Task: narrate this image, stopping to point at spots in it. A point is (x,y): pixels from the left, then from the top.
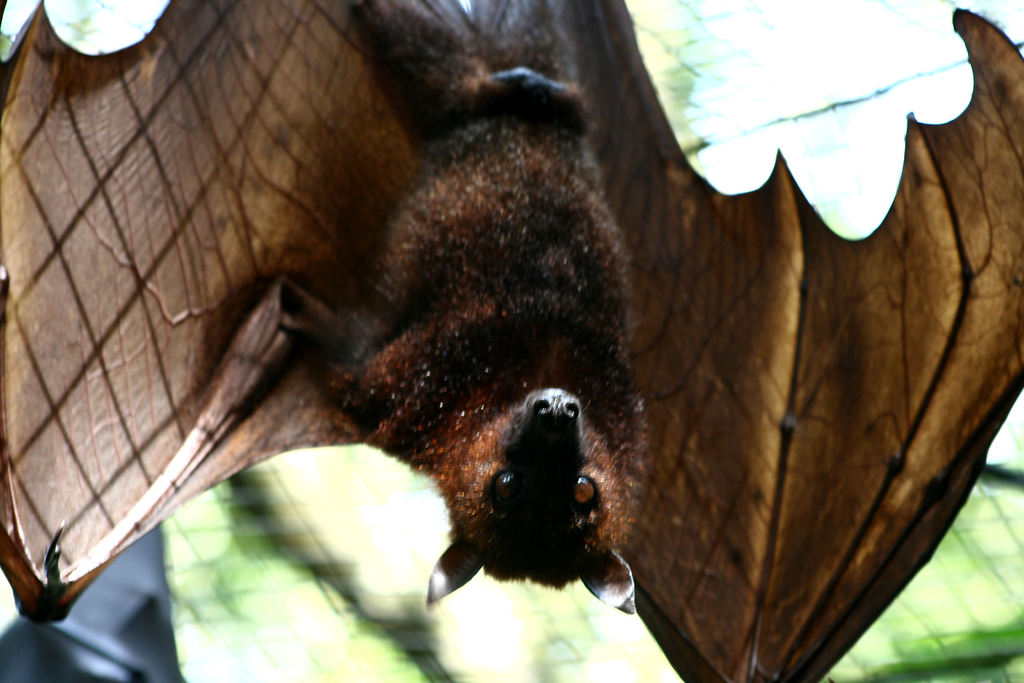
In this image, we can see a bat (568,310) on the blur background.
